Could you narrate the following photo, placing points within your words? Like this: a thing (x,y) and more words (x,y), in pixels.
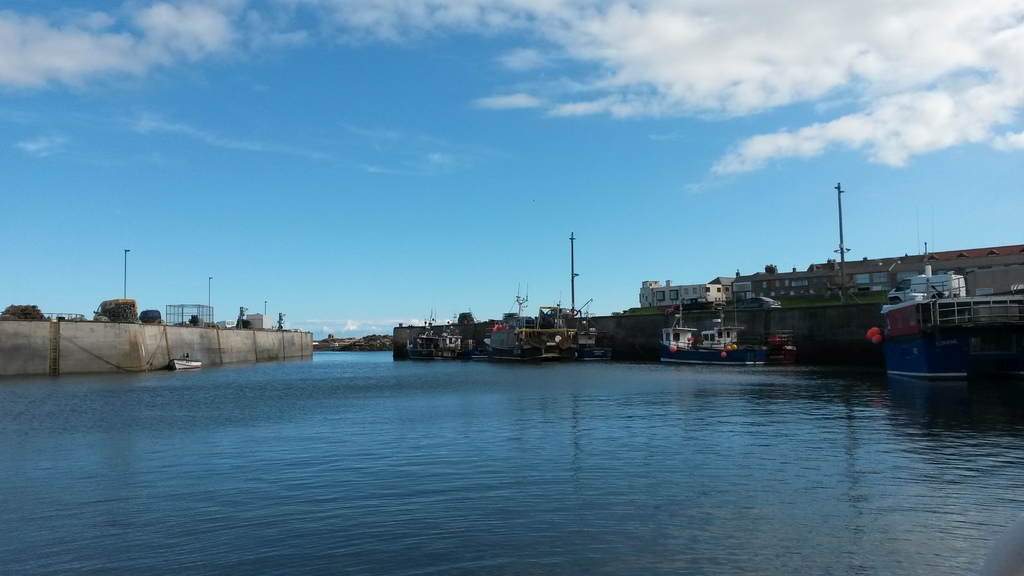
This is an outside view. At the bottom (466,475), I can see the water (819,511). On the right side (784,335) there are few boats (992,337) and also I can see the buildings (782,288). On the left side (109,338) there is a wall (120,346), fishing nets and poles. Here I can see a boat (177,365) on the water (199,395). At the top of the image (274,125) I can see the sky (555,137) and clouds (722,44).
